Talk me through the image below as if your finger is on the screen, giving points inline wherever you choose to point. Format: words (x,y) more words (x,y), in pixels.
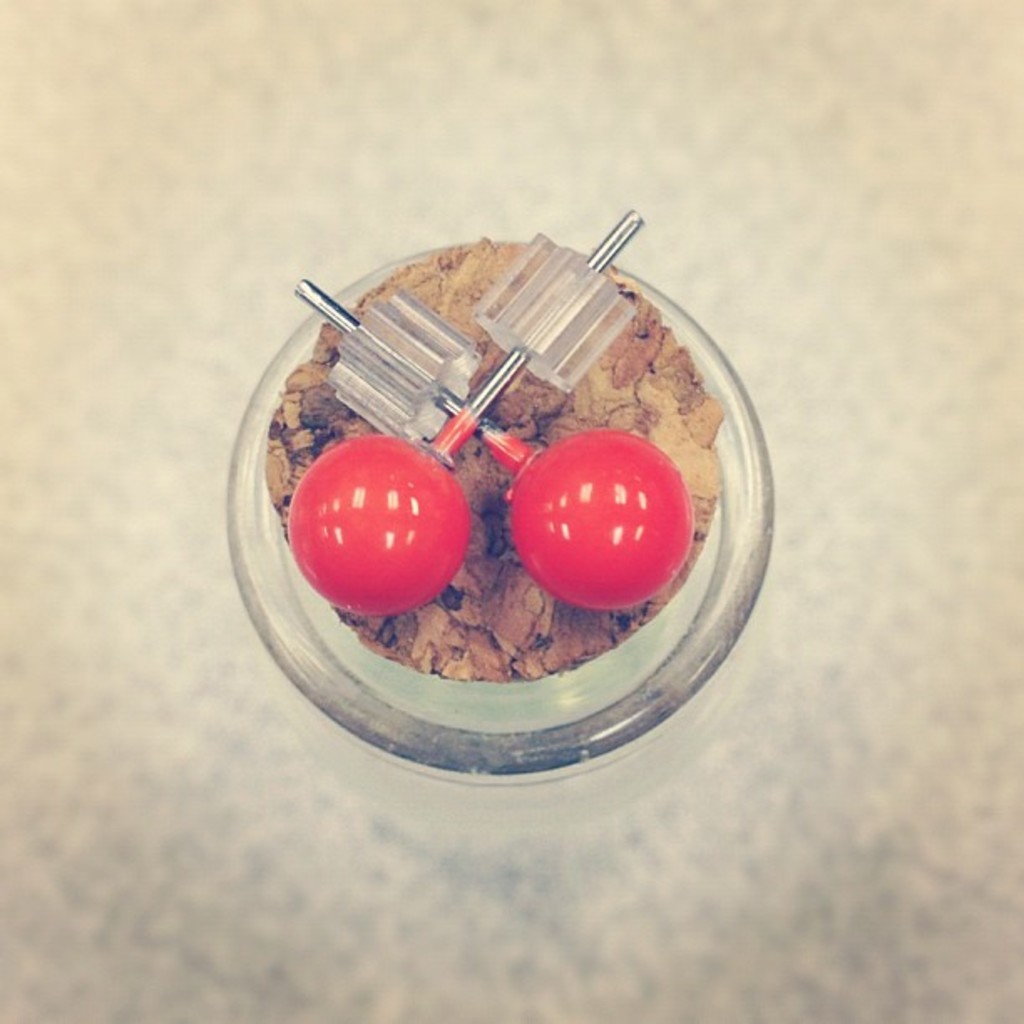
In this image I can see there are red colored balls (566,555) on a glass jar (623,657).
